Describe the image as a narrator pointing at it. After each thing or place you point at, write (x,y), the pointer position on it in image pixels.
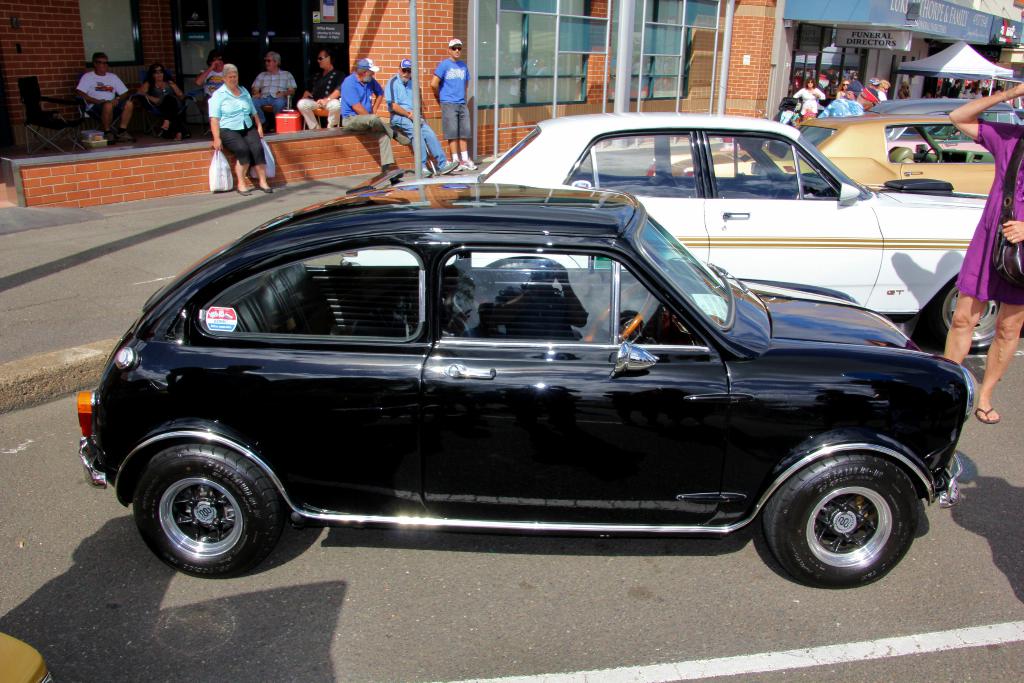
As we can see in the image there are cars (693,293), few people (985,124) here and there and buildings (581,62).
